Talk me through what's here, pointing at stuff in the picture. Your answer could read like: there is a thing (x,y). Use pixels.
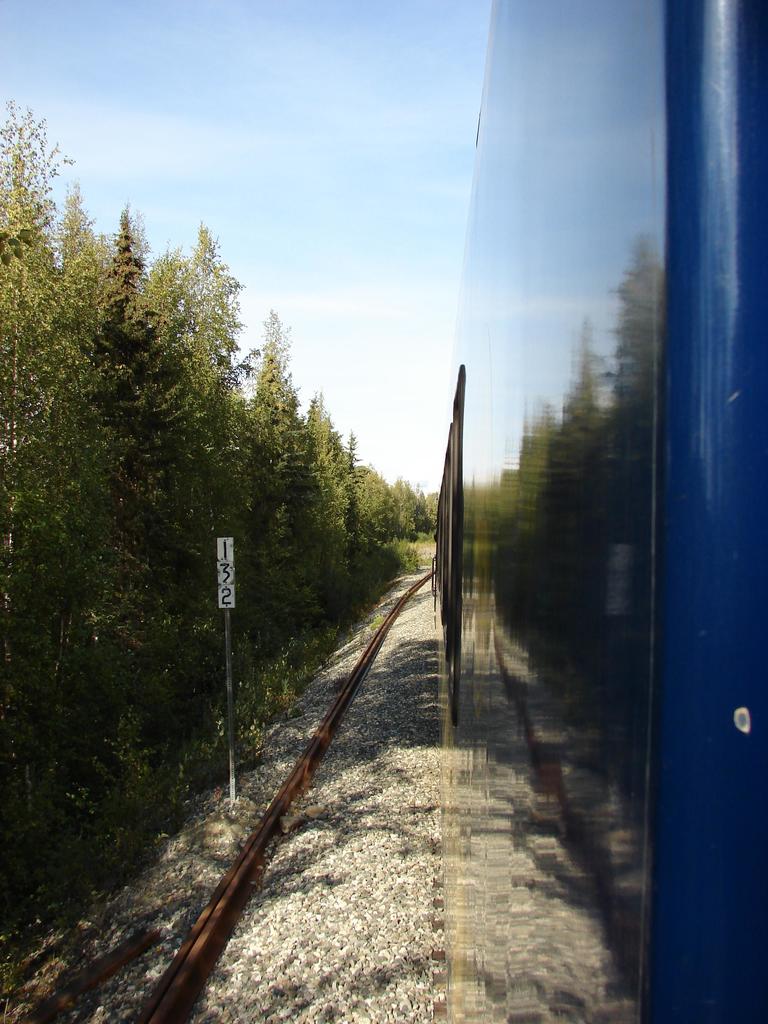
In the foreground of this image (443,598), on right (620,770), we see train (560,810) on the track (364,660) and on left (179,605), there are trees (244,507). On top (296,124), there is the sky (291,132) and the cloud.
